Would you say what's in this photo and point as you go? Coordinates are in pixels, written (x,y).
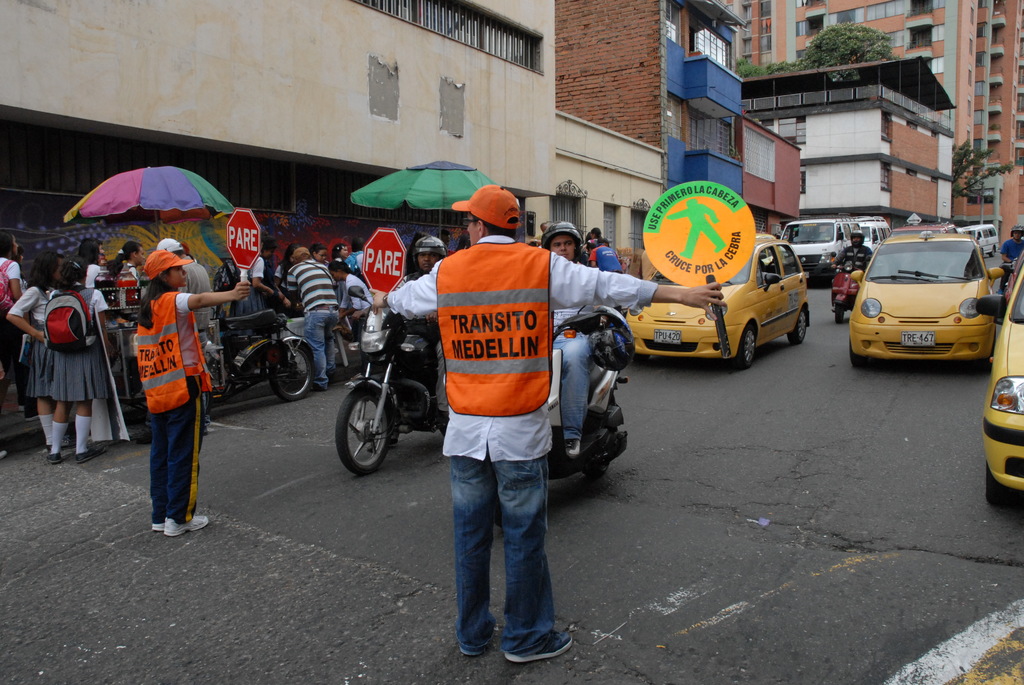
This image is clicked on the road (686,539). There are vehicles (737,289) moving on the road (694,452). In the foreground (179,387) there are two people (191,325) standing on the road (589,603). They are holding sign boards (247,247) in their hands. To the left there is a walkway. There are people (335,283) standing on the walkway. Behind the walkway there are buildings (816,72) and trees (844,58).
